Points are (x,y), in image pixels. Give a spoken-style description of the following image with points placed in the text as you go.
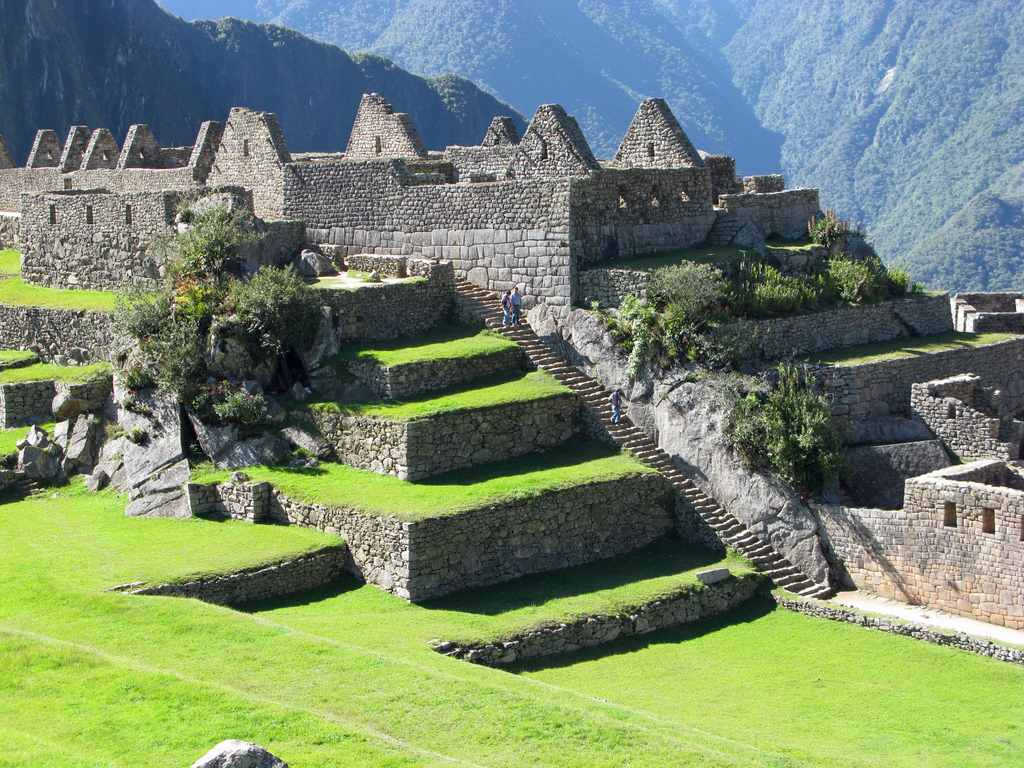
In this image there is a machu picchu (487,382) in the middle (650,488). In the background (715,78) there are mountains (710,75) with the trees (674,87) and plants (909,129). At the bottom (403,696) there is grass (735,699).
